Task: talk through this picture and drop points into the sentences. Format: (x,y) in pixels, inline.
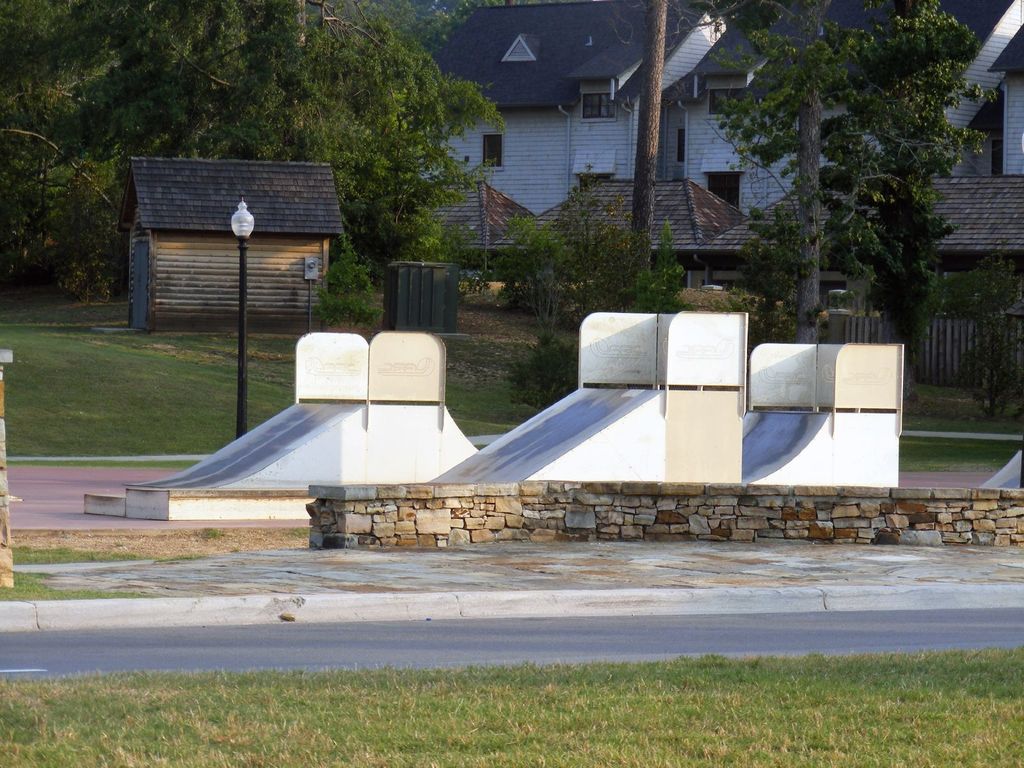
This picture is clicked outside. In the foreground (171,719) we can see the grass (781,745). In the center (466,481) there are some white color objects (629,372) and a lamp (249,217) attached to the pole (238,411) and we can see the plants (661,273), trees (436,113), huts (273,207) and some houses (517,124).
